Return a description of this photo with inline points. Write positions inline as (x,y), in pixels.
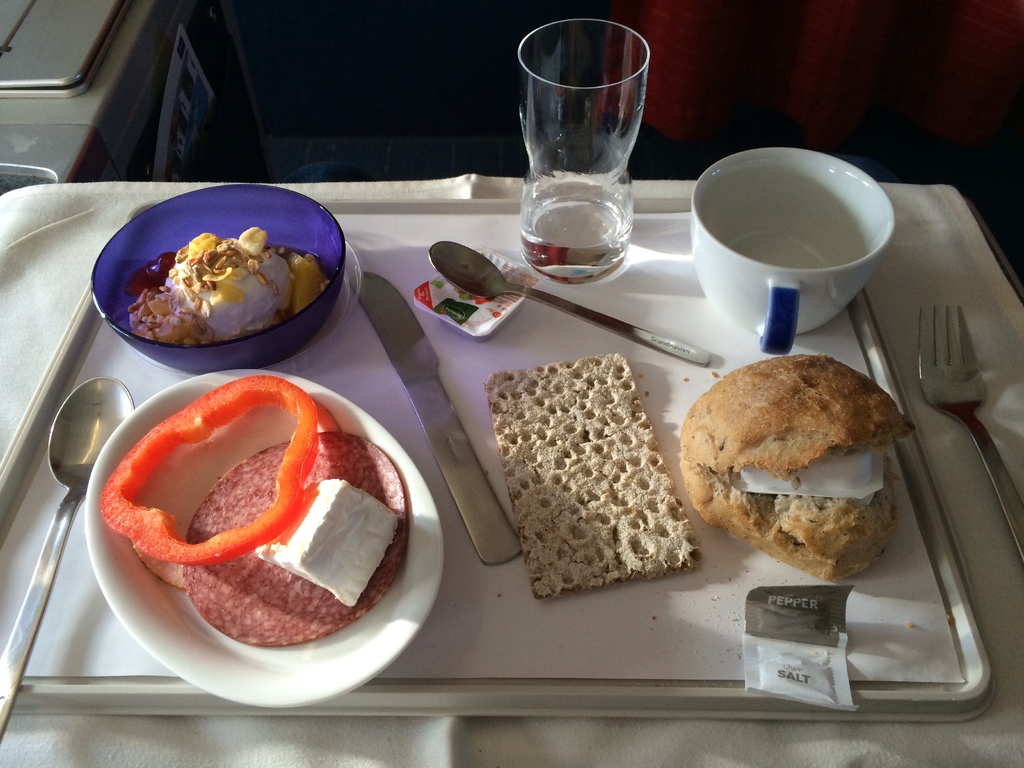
In the picture we can see a table (988,742) with a table cloth (711,767) and on it we can see a tray (692,686) which is white in color and on it we can see a plate (120,546) with red pepper slice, salami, cheese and beside we can see some blue color bowl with yogurt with dry fruits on it and besides we can see a bread roll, knife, spoon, pepper salt packets (751,607), glass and cup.
